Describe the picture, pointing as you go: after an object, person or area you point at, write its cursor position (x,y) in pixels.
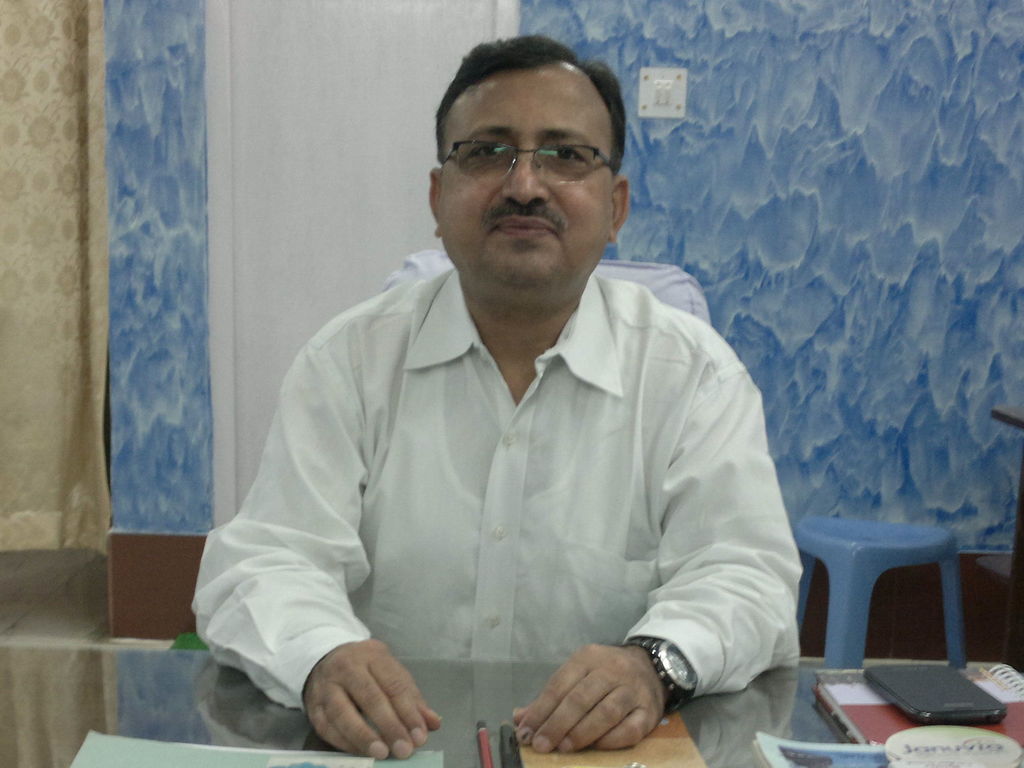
As we can see in the image there is a man (585,253) sitting on chair (657,280). There is a switch board (660,110), blue color stool (851,575), a table (755,684). On table (732,723) there is a pencil (487,744), book (880,732) and mobile phone (883,689).
